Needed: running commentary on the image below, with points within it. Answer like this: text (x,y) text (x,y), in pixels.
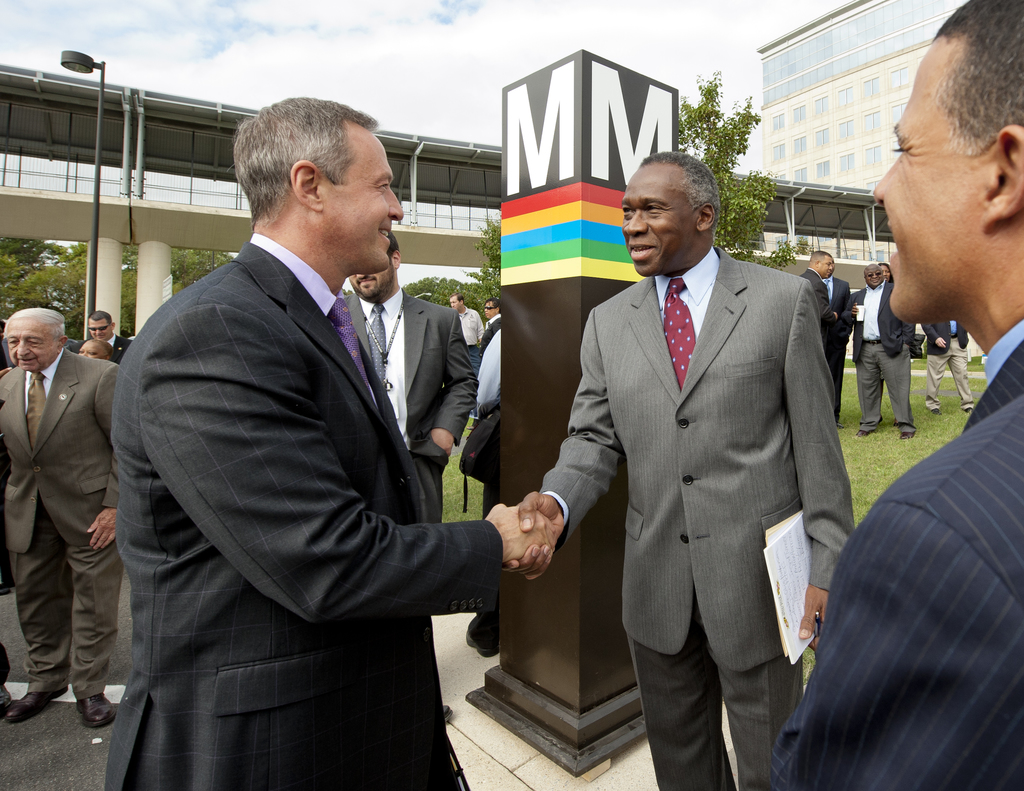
In this picture there are men (693,200) in the center of the image (571,504) and there is a pillar (606,176) behind them and there are other people (819,306) in the background area of the image (29,338), on the grassland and there is a building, bridge (56,235), and trees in the background area of the image (84,122) and there is a pole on the left side of the image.
